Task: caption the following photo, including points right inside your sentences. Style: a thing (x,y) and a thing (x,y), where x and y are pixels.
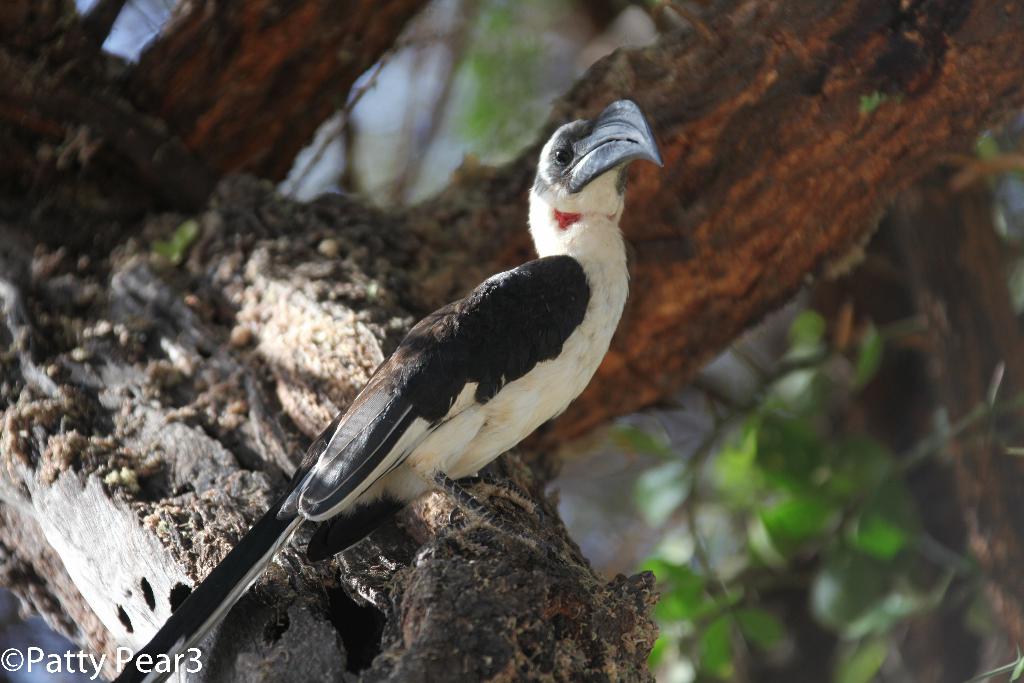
This is completely an outdoor picture. On the background of the picture (919,105) we can see branch (253,92) of a tree (808,190). In Front of the picture we can see a bird (481,361) which is on the branch (534,442) of a tree (422,519).
